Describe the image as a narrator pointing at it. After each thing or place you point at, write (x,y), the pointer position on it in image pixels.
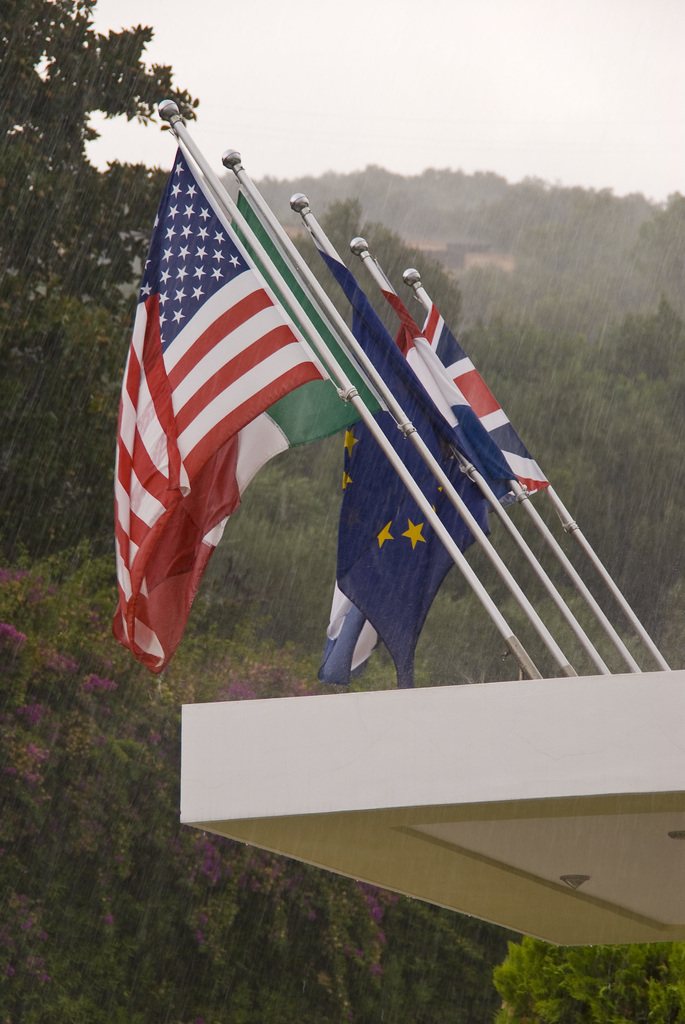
This image is taken while raining, where we can see in the foreground of this picture (455,388), few flags (494,440) to a building (479,768). In the background (8,265), there are trees (406,176) and the sky (368,73).
